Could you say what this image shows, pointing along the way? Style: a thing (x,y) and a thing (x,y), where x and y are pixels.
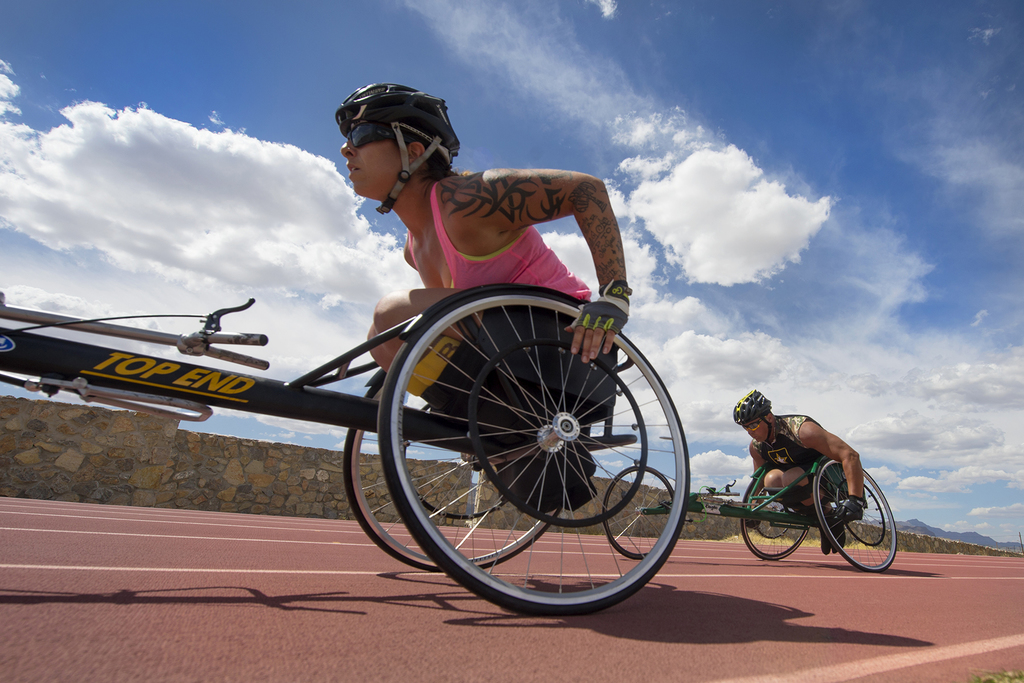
In this image we can see persons (575,338) wearing helmets (436,125), gloves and goggles (410,136). They are sitting on vehicles (592,416). In the back (289,476) there is a wall (709,532). And there is sky (678,166) with clouds (76,160).
